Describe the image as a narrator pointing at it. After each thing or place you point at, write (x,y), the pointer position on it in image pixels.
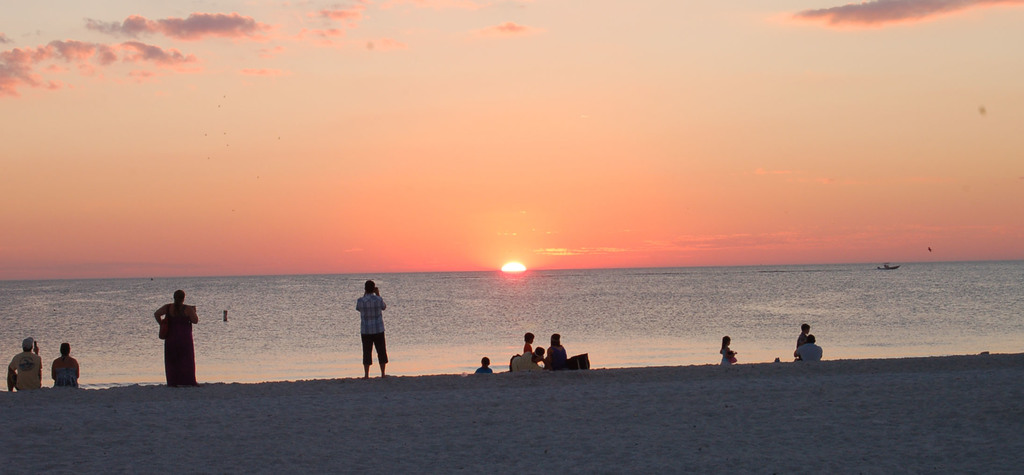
In this picture there is a beautiful view of the beach (613,394). In the front (379,317) there are some people (36,362) sitting and standing on the sea sand (577,407). Behind there is a sea water (452,279). On the top (238,97) there is a sunset sky (487,250).
